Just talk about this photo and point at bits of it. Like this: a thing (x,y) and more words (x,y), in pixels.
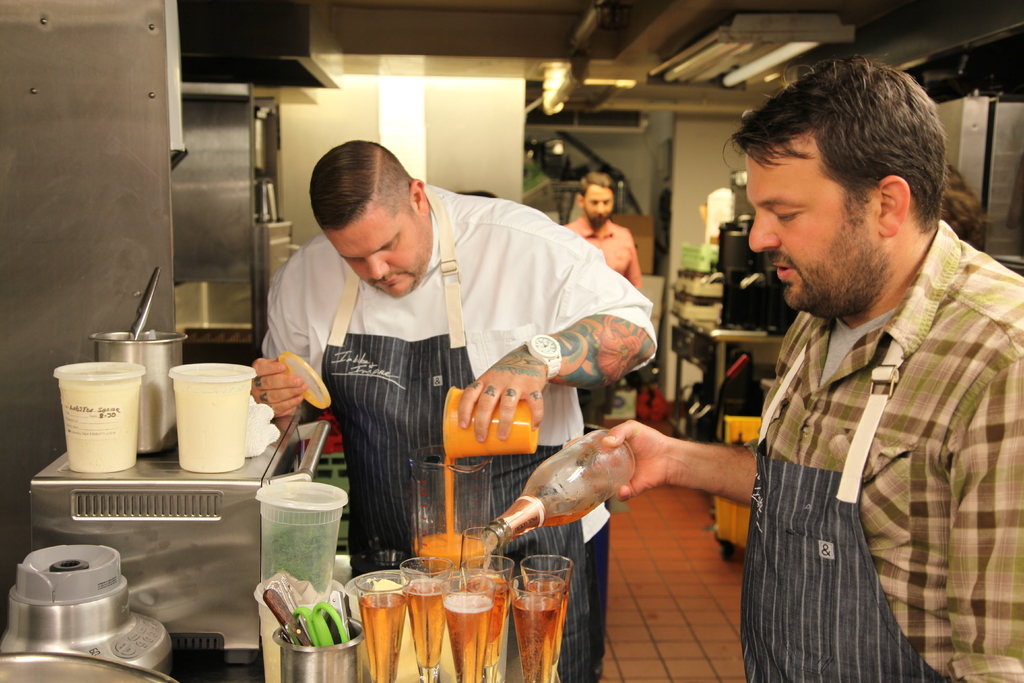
In this image I can see a person (466,269) wearing white and black colored dress (422,412) is standing and holding an orange colored object (495,419) in his hand (508,410). I can see another person (820,466) standing and holding a bottle (594,471). I can see a table (402,669) on which I can see few glasses (479,609), a glass jug (488,499), a plastic jug (331,518) and few other objects (205,624). In the background (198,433) I can see two cream colored buckets (184,432), a metal container (152,390), few persons (600,229) standing, the ceiling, few lights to the ceiling (520,72), a yellow colored object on the floor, the wall (297,238) and a light (569,67).
